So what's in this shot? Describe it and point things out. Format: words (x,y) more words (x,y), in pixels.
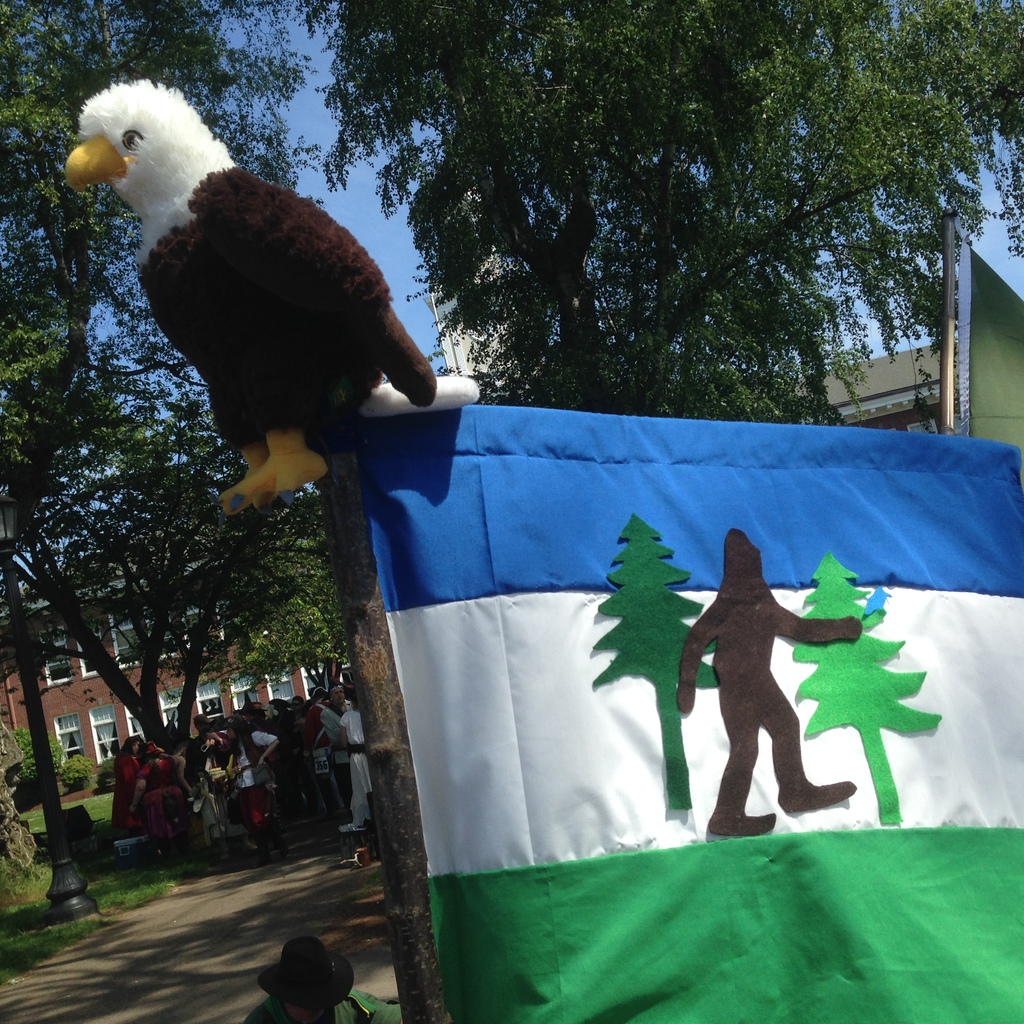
In this picture we can see a toy bird (203,274), flags (367,430), light pole (65,855), grass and a group of people (336,747) on the ground (294,820) and a person (298,966) wore a hat (305,990) and in the background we can see trees (699,312), buildings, windows (289,691), curtains (272,695), sky (314,173).
